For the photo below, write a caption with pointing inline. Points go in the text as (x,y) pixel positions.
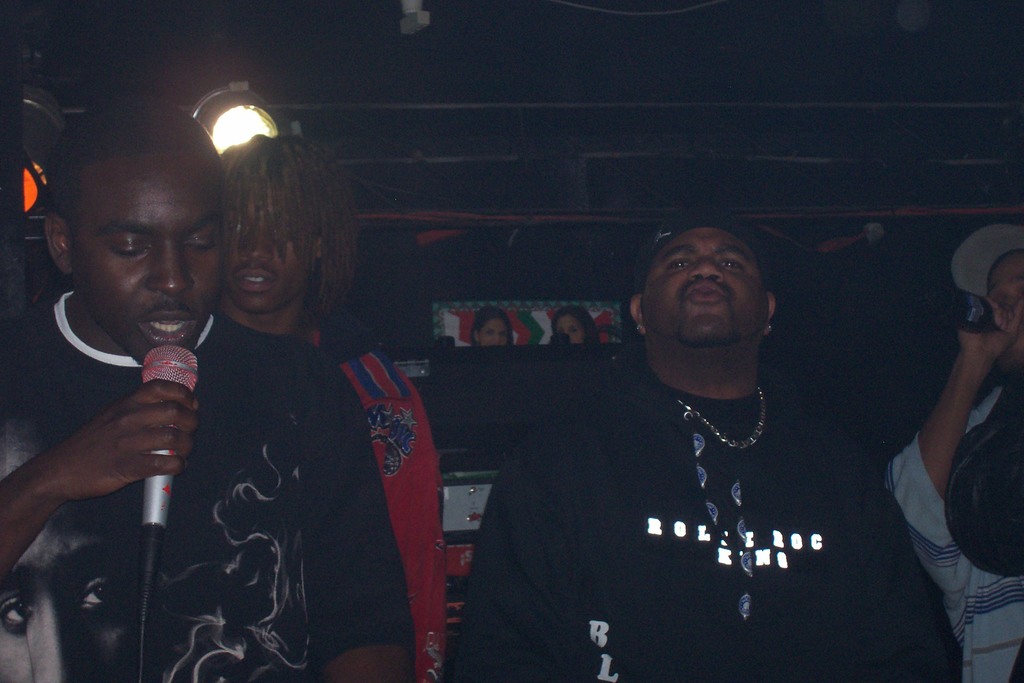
people (391,447) are standing. the person (190,545) at the left (140,547) is holding a microphone (185,361) and singing. at the back (243,130) there are lights (228,142).
